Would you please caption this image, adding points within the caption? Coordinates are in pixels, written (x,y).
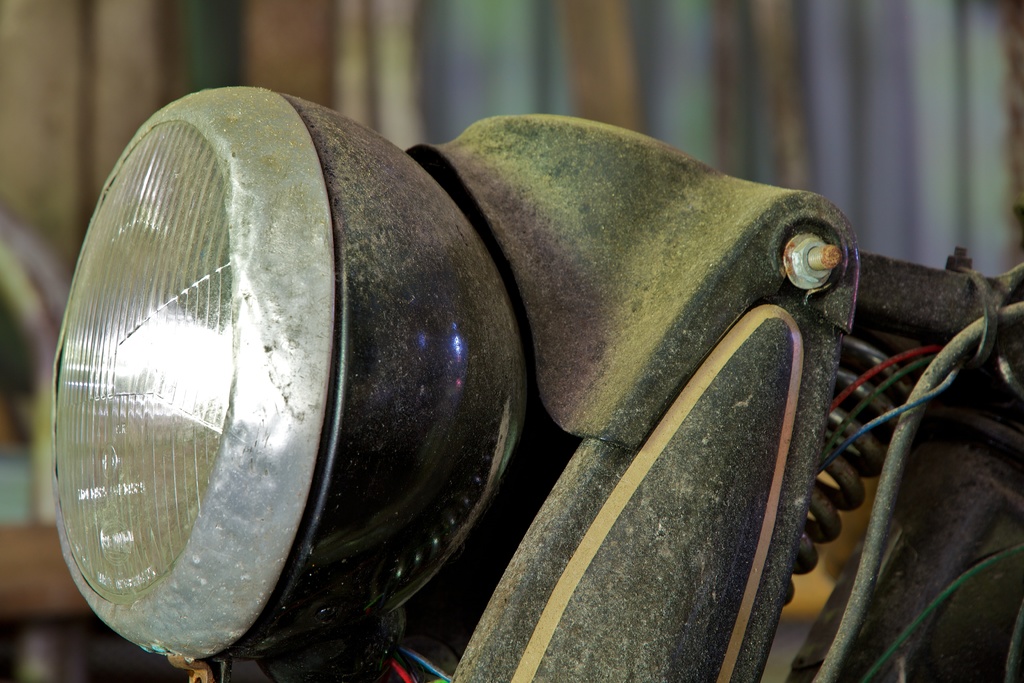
In this image I can see a vehicle (480,424) and light (302,321). It is black color. Background (914,70) is in multicolor.
